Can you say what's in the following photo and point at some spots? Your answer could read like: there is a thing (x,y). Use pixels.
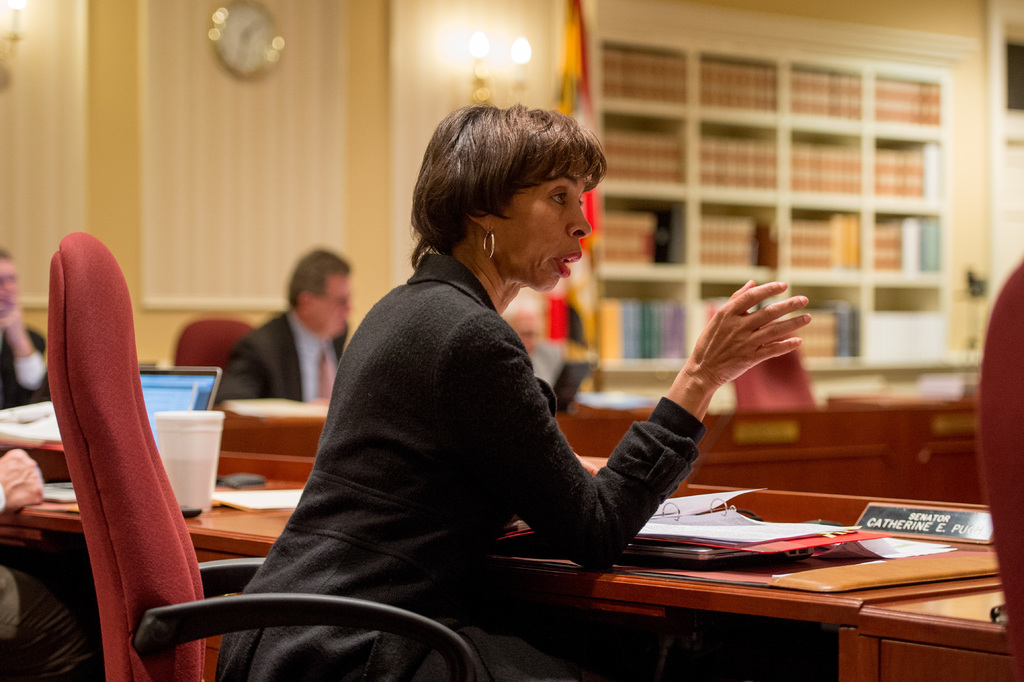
In the middle of the image (343,448) a woman (266,681) is sitting on a chair (156,605). In front of her there is a table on the table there are some papers (749,494) and cups (204,458). Behind her there is table (238,426) on the table (262,511) there is a laptop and there are some papers (46,406) and few persons (269,334) sitting on a chair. Behind them there is a wall (363,101) on the wall (315,63) there is a clock (239,15). Top right side of the image (945,2) there is a wall (835,17) on the wall (830,19) there are some bookshelf's (667,193) and there are two lights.
